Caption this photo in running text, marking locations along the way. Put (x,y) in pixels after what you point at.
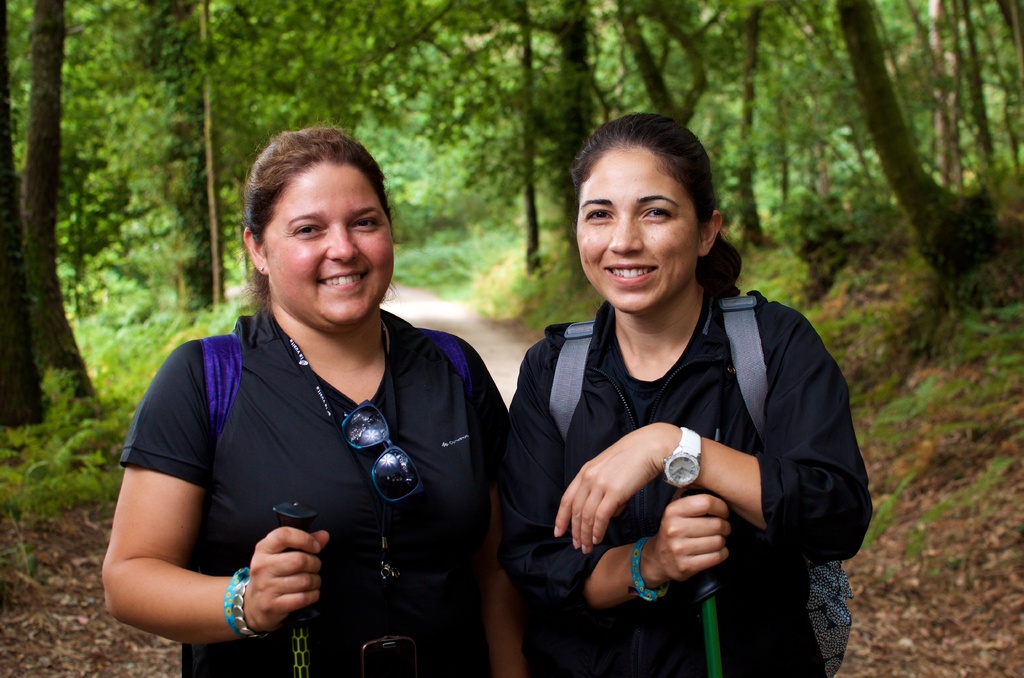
In this image there are two ladies (515,459) standing with a smile on their face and they are holding a stick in their hands (671,568). In the background (477,97) there are trees (554,87).
